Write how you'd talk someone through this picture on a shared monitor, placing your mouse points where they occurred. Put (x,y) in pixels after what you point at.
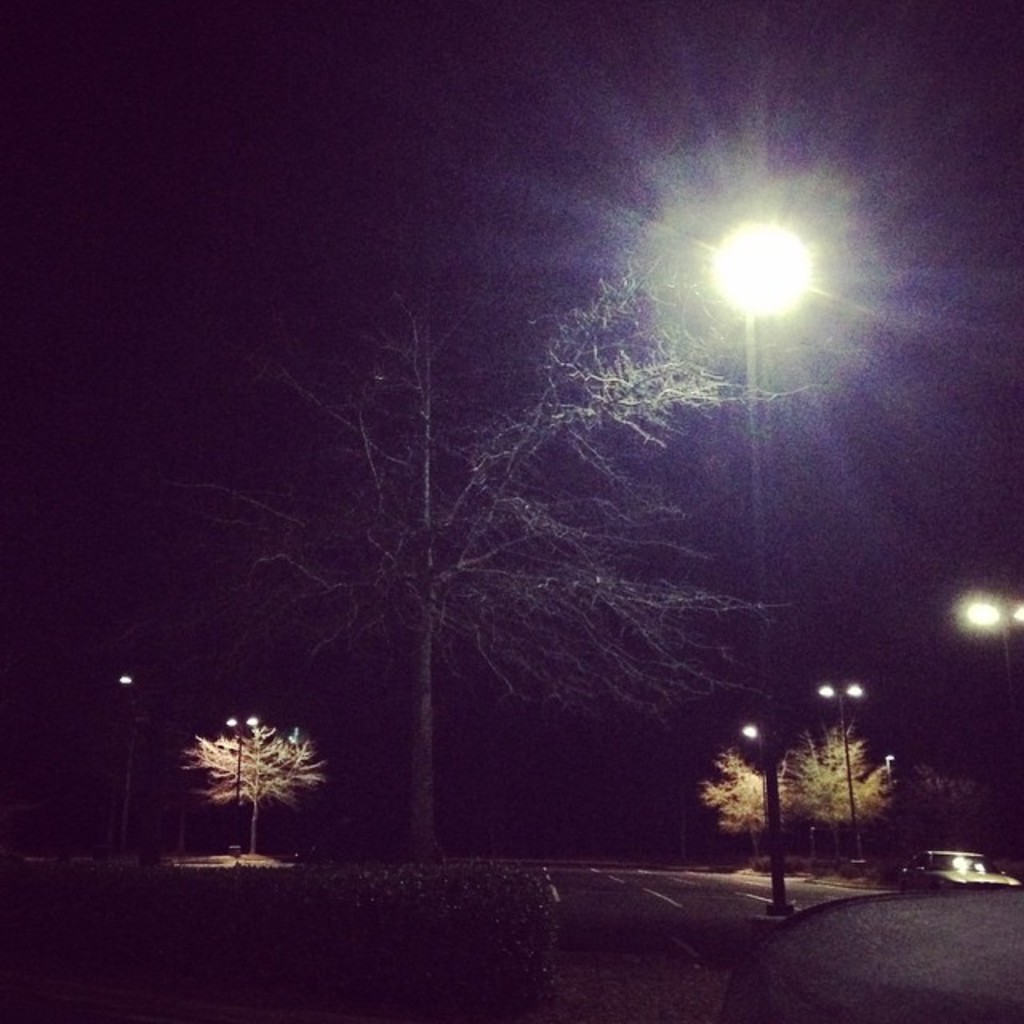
There is a road (697,913), near a divider (783,923), on which, there is a pole (770,842), which is having light (756,304). In the background (762,772), there are lights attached to the poles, there are trees (230,782). And the background (538,108) is dark in color.
